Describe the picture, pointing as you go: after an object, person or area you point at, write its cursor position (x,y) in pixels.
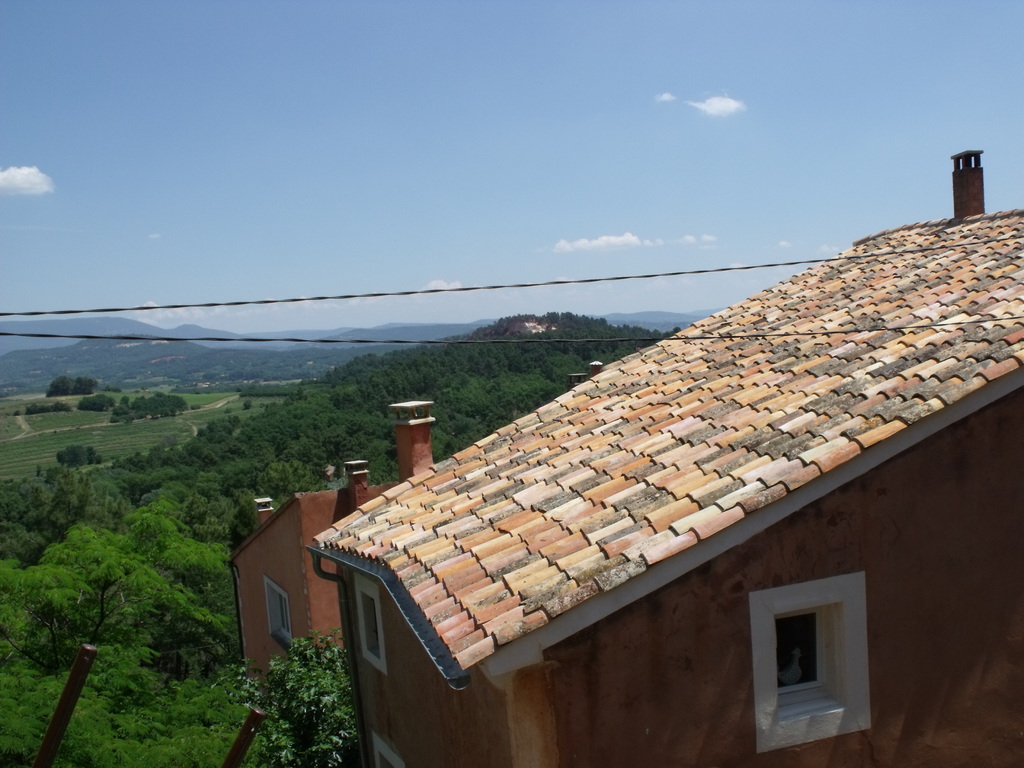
In this image we can see sky (405,259) with clouds (581,241), cables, hills (321,370), ground (150,441), trees (180,535) and a building (556,542).
